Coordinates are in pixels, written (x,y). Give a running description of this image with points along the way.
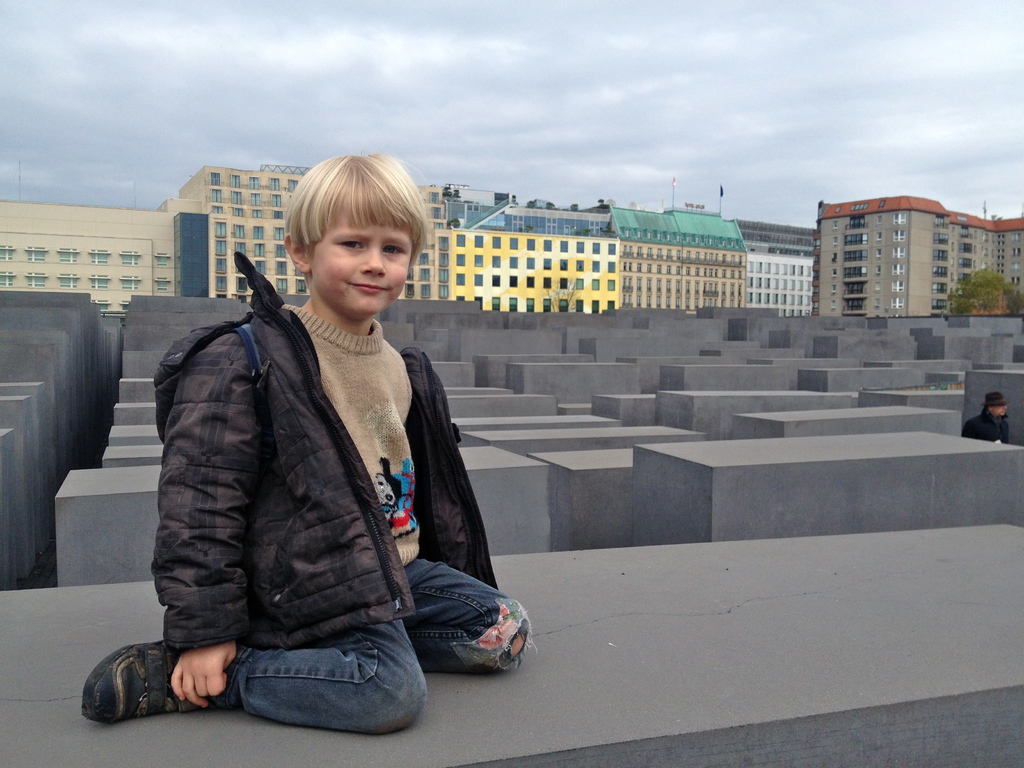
In this image there is a boy (291,493) sitting on the cement blocks (608,672). In the background (668,229) there are so many buildings (633,228) one beside the other. At the top (525,80) there is sky (506,71). On the right side (975,293) there is a tree (977,289) beside the building (960,265).
